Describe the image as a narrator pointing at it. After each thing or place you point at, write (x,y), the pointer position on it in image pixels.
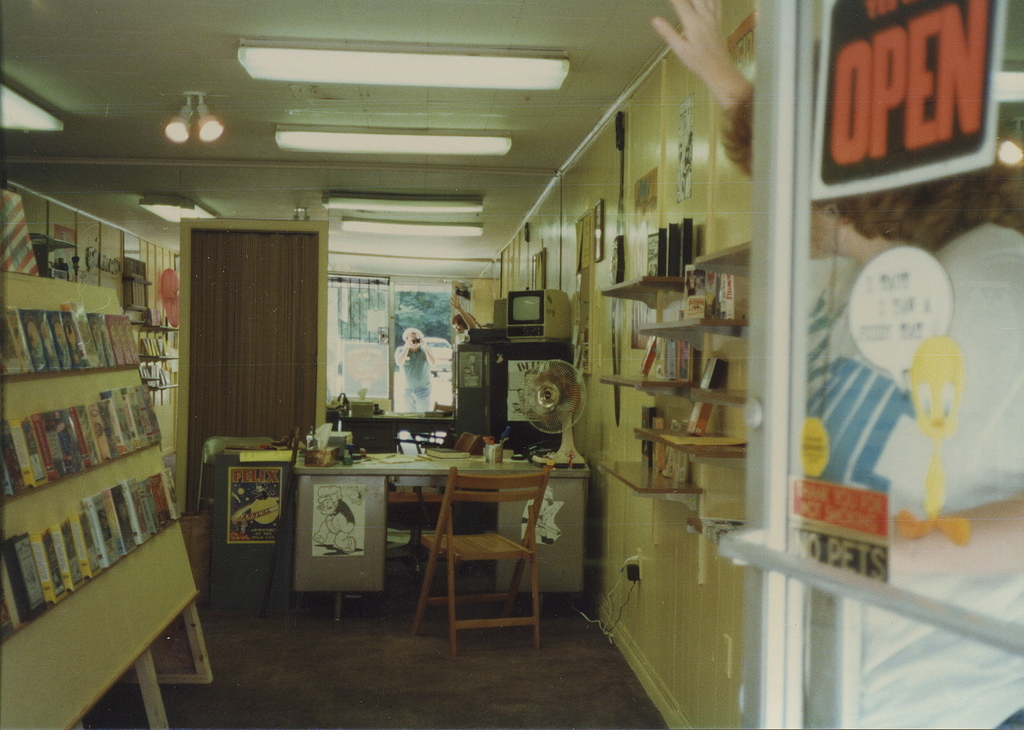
This is a room (452,435). In this room (644,377) there are racks (684,381) containing books (685,362). There is a table (379,476) and a chair (509,551). On the table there is a table fan (566,412). There is a television (526,317) on the shelf (522,345). There is a door (844,420). There is a person (414,368) standing on the background (413,363). On the ceiling (413,99) there are lights (306,75).
